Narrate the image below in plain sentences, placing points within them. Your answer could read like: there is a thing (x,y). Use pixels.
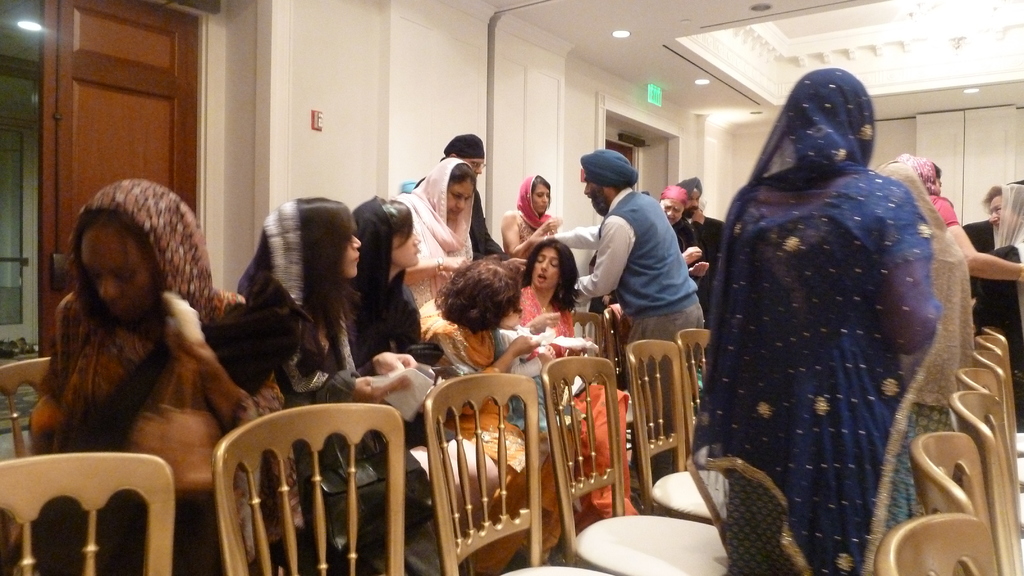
This is an inside view of a room (361,198). Here I can see few people (120,369) are sitting on the chairs (475,476) and few people (764,304) are standing and also there are some empty chairs (633,517). In the background (495,120) there is a wall (343,107). On the left side (94,93) there is a door (62,127).
